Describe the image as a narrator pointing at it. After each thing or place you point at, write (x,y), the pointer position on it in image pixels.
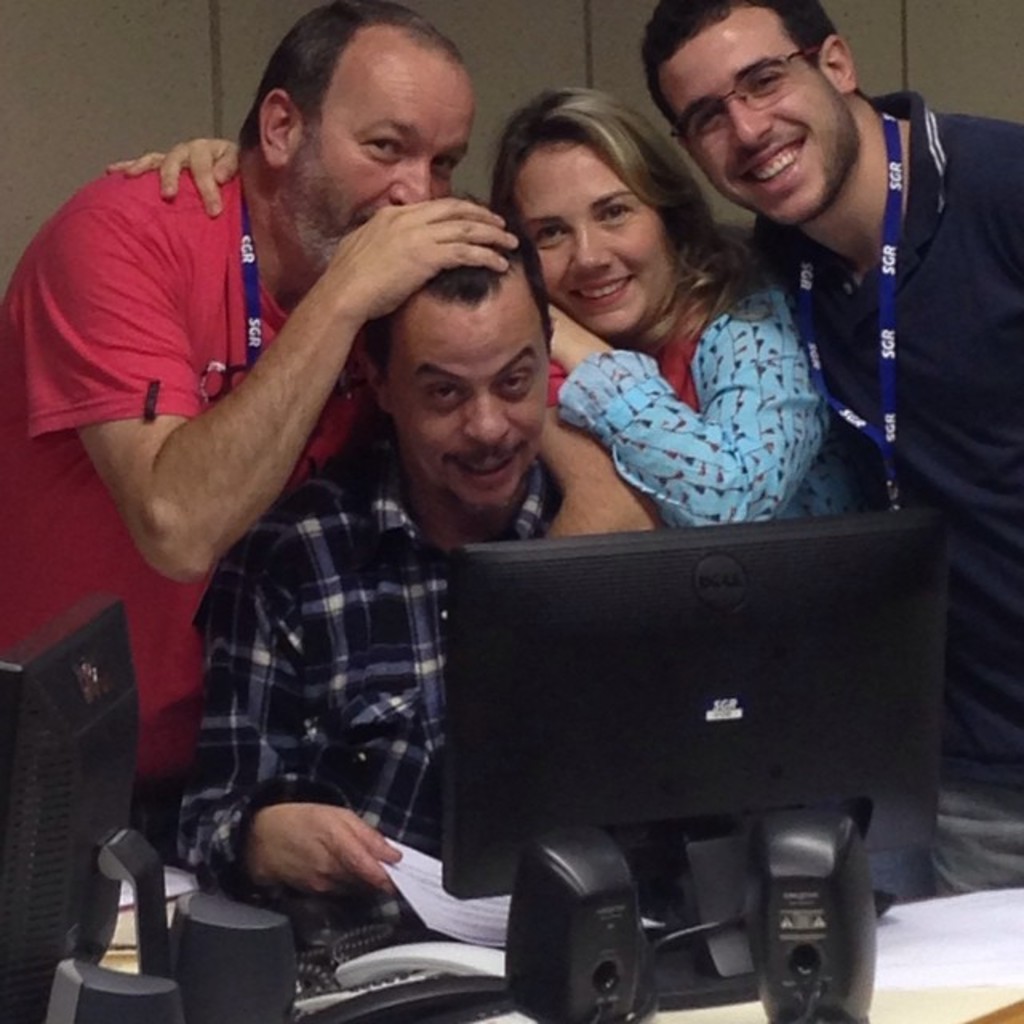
In the image we can see there are four people (428,408), three men (234,270) and one woman (650,334). The woman (724,376) is wearing blue colour top (724,386) and she is smiling and there are two men (302,123) who are wearing blue colour id cards (248,329) in their neck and the man (415,633) who is sitting over here is operating the monitor (588,729) and holding papers (425,896) in his hand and beside the papers (437,903) there is a telephone (439,968) and the monitor (628,711) is in black colour. In front of the monitor (493,812) we can see there are two speakers (562,955).
